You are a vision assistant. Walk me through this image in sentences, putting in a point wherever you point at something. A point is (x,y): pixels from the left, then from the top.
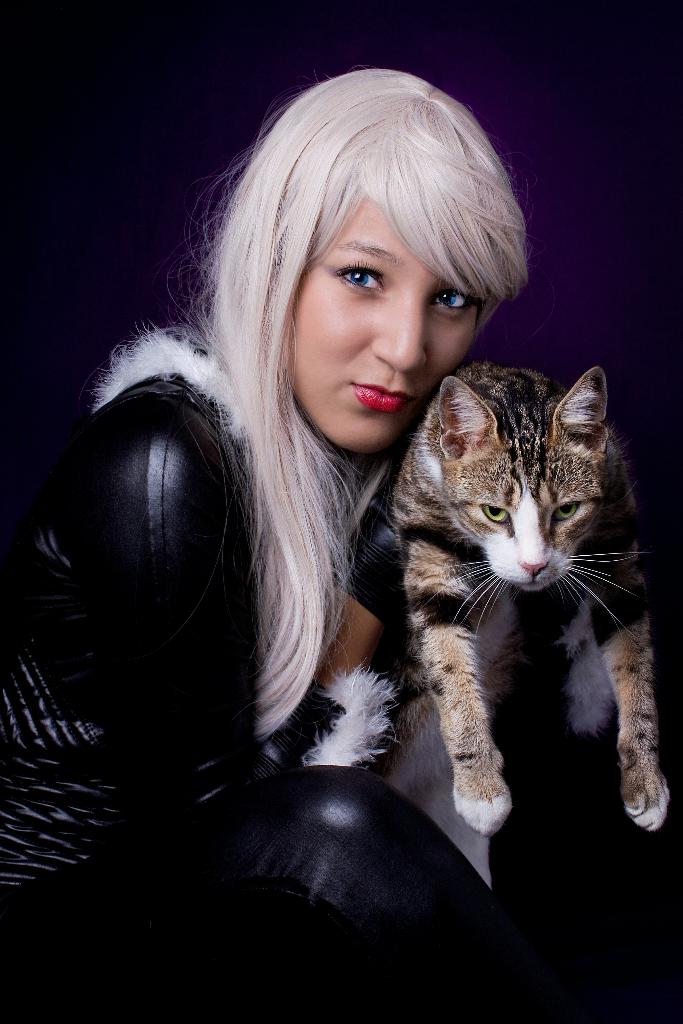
In this image i can see a woman (187,723) who is wearing a black dress (170,602) with white hair (306,181) holding a cat (544,549) in her hands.
